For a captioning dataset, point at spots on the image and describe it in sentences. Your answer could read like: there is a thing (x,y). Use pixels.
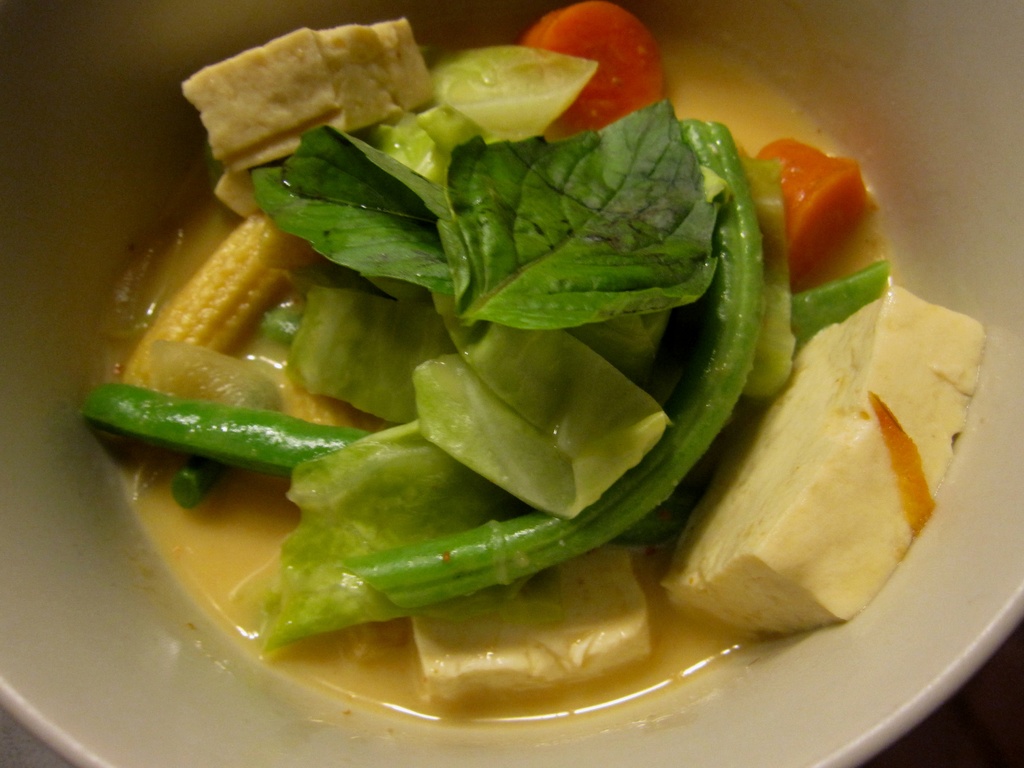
In this image we can food (707,599) and some leaves (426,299) placed in a bowl (197,636).
